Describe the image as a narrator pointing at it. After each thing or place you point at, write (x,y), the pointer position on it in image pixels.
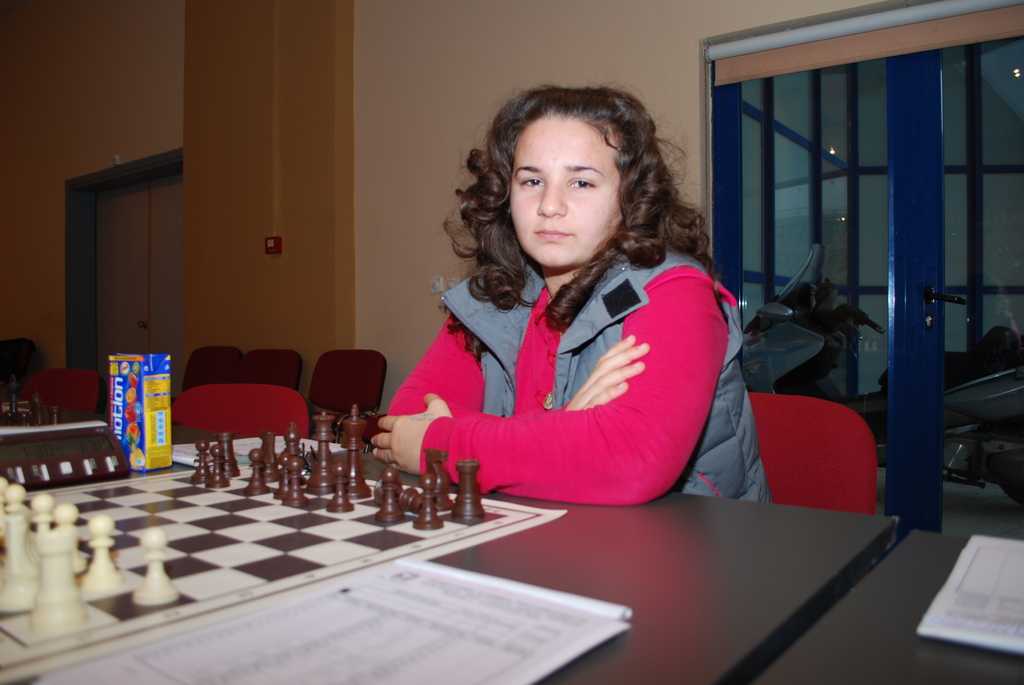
This woman (594,310) is sitting on a red chair (851,451) and wore jacket (600,323). In-front of this woman (506,379) there is a table (617,513), on this table (169,469) there is a food pack (145,405), papers (396,683), chess board (362,525) and coins (407,500). Background there is a glass door (841,385). From this glass door (894,230) we can able to see a motorbike (821,372). Near to this wall (309,318) there are chairs (331,366).
